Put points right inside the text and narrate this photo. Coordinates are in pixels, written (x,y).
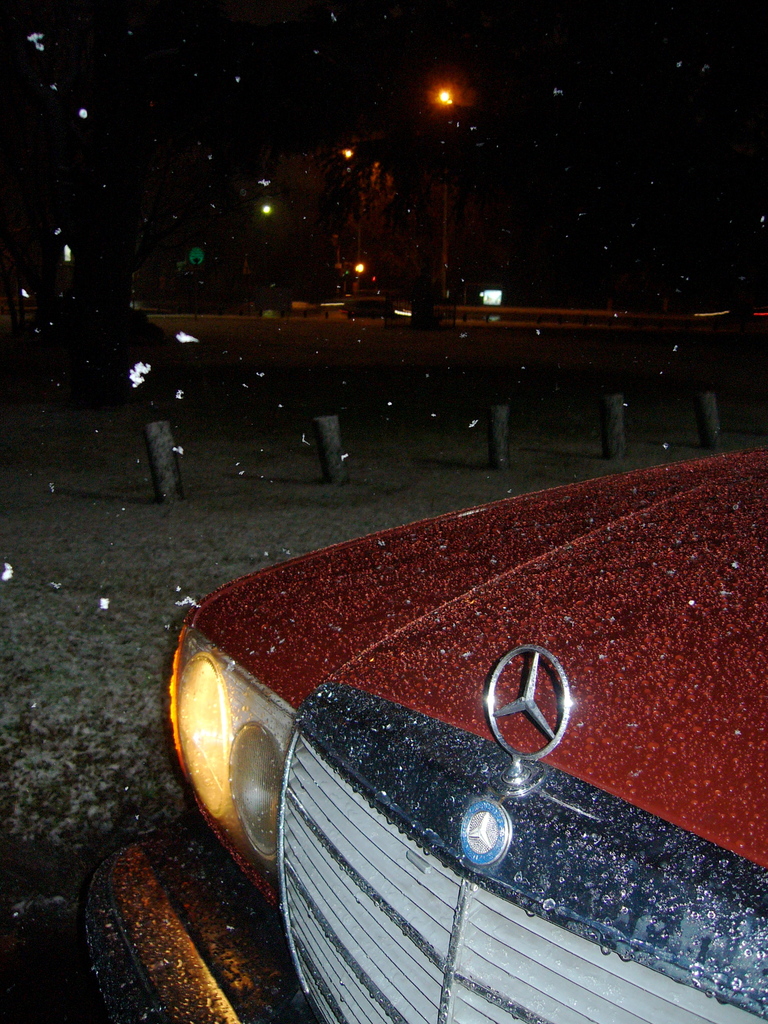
In this image I can see the red color car (459,814) and few light poles (446,183). Background (451,149) is dark in color.
